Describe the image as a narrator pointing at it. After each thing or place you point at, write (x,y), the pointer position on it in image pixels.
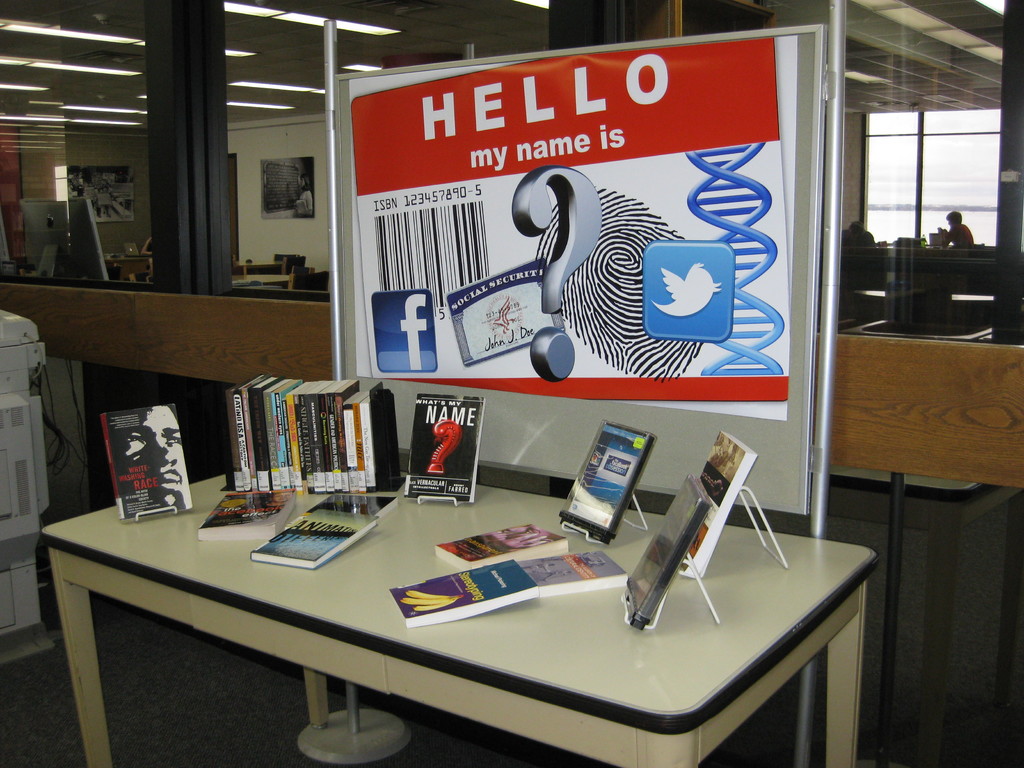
As we can see in the image there is a table (223,591). On table (186,599) there are lots of books (330,504) and there is a banner (564,373) over here.
